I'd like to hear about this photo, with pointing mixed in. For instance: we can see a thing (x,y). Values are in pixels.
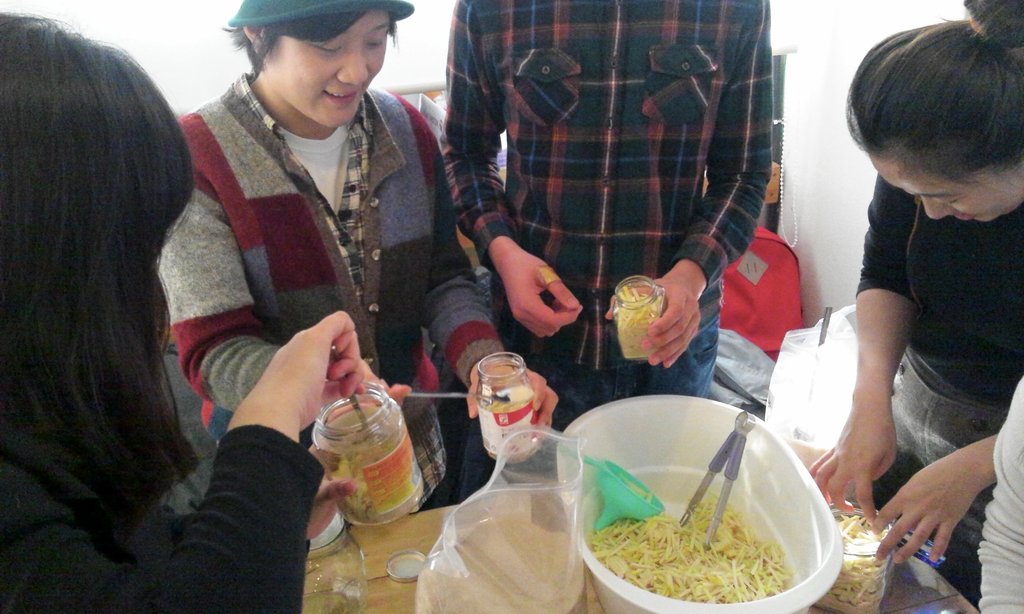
There are few people (562,262). Some are holding bottles (359,429). Inside the bottle (390,415) there is some item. There is a table (386,613). On that there are bottles (331,586), cover (527,557) and a white basket (794,585). Inside the basket (807,586) there is a funnel (630,484), tongs (735,445) and some other thing (694,533). In the background (805,20) there is a wall (805,36). Near to that there are few items (788,336).
